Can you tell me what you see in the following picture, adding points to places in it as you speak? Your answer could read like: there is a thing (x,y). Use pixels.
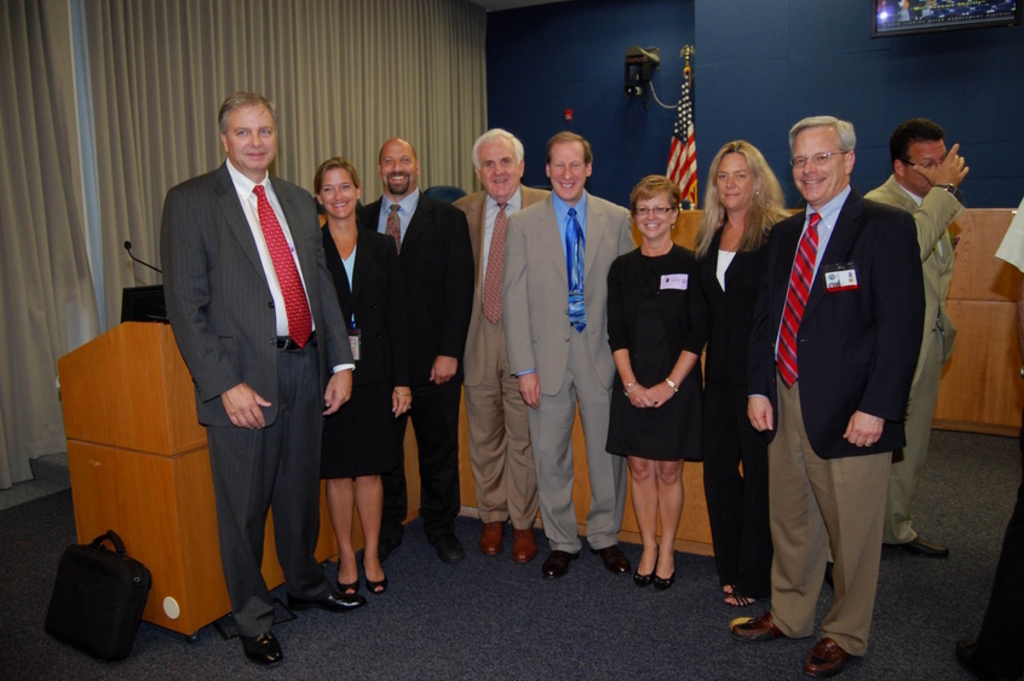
In the center of the image (345,409) we can see some people (477,280) are standing and smiling. In the background of the image (40,403) we can see the tables (982,219), curtains (112,111), flag (684,122), wall (590,18), screen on the wall (589,140), bag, mic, screen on the table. At the bottom of the image (675,611) we can see the floor (33,581).
